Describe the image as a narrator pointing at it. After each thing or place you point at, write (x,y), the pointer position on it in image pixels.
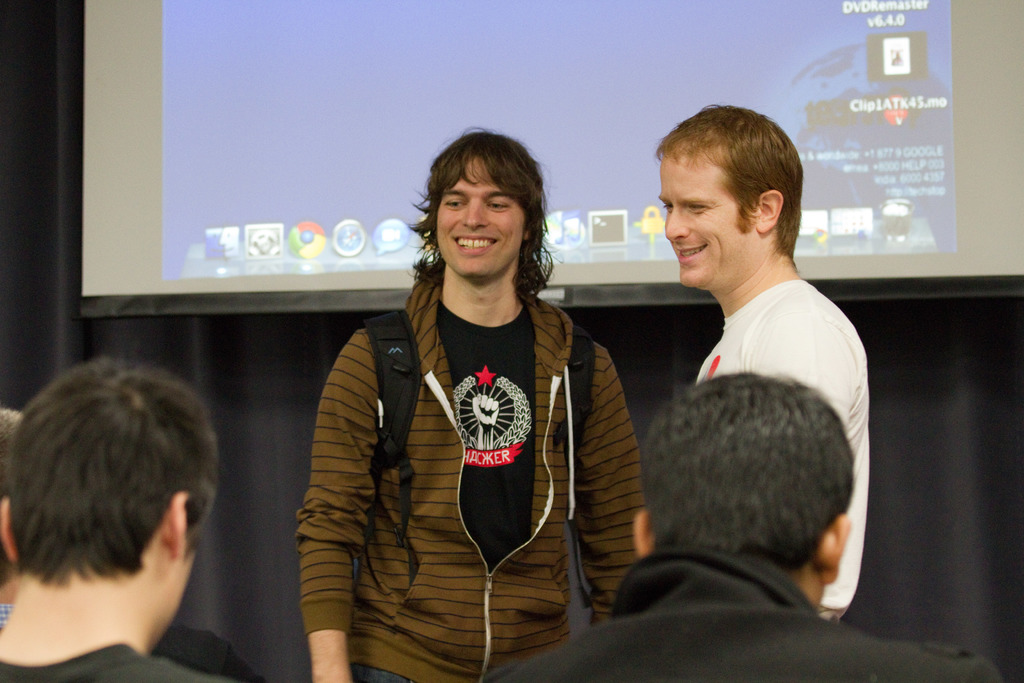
There are many people (482,479). Person (590,530) in the center (400,380) is wearing a jacket (453,444) and a bag (402,452). In the background (323,158) there is a screen (226,145) and curtain (254,349).
